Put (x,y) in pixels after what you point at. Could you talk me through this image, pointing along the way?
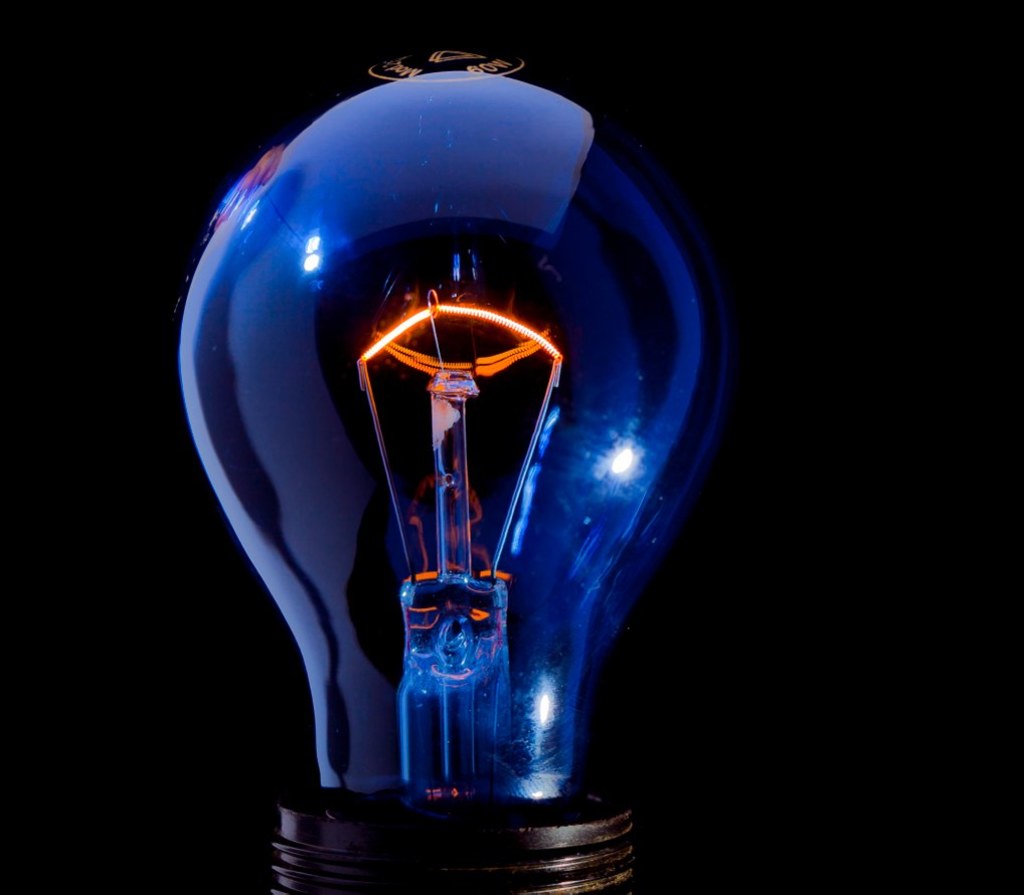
In this image there is a bulb (459,481).
